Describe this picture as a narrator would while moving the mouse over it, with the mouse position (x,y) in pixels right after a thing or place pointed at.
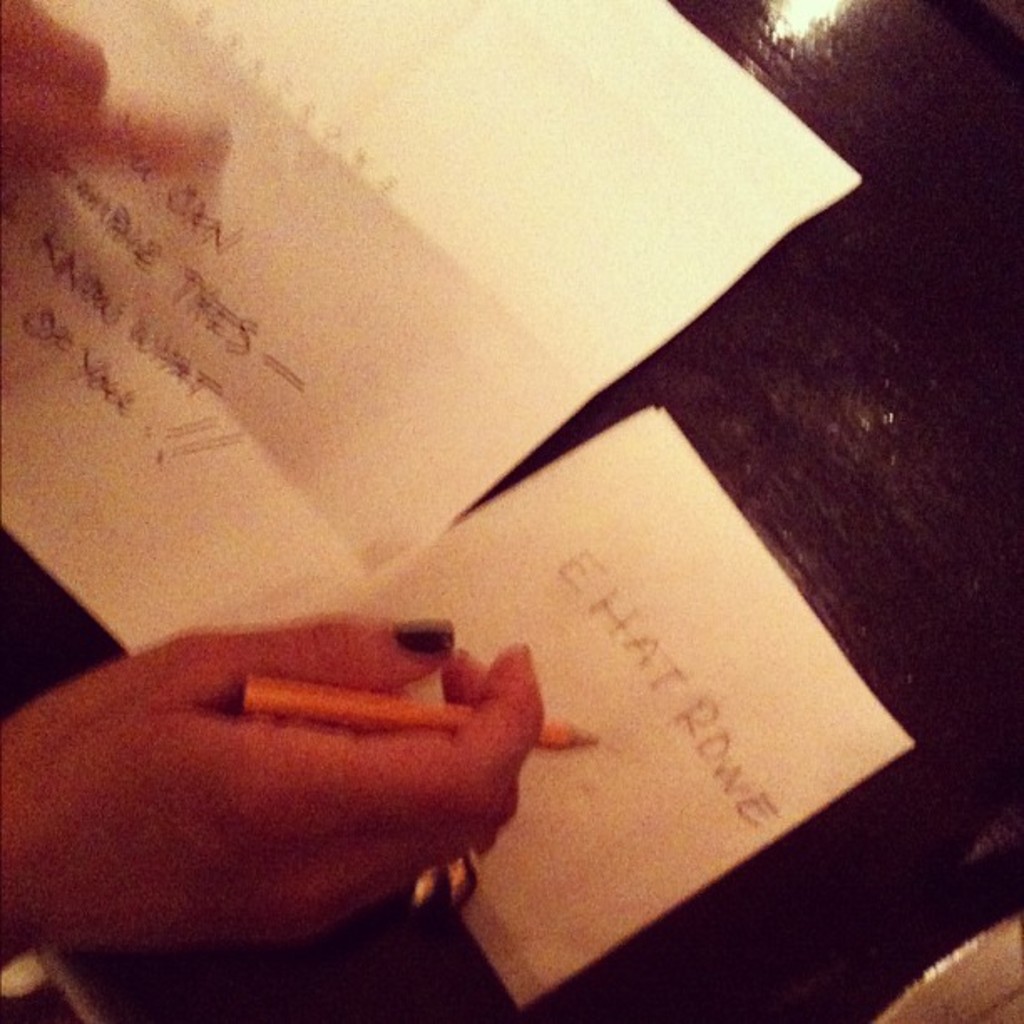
In this image I can see the person (309,885) holding the pen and I can also see two papers (570,488) on the black color surface (770,490).
